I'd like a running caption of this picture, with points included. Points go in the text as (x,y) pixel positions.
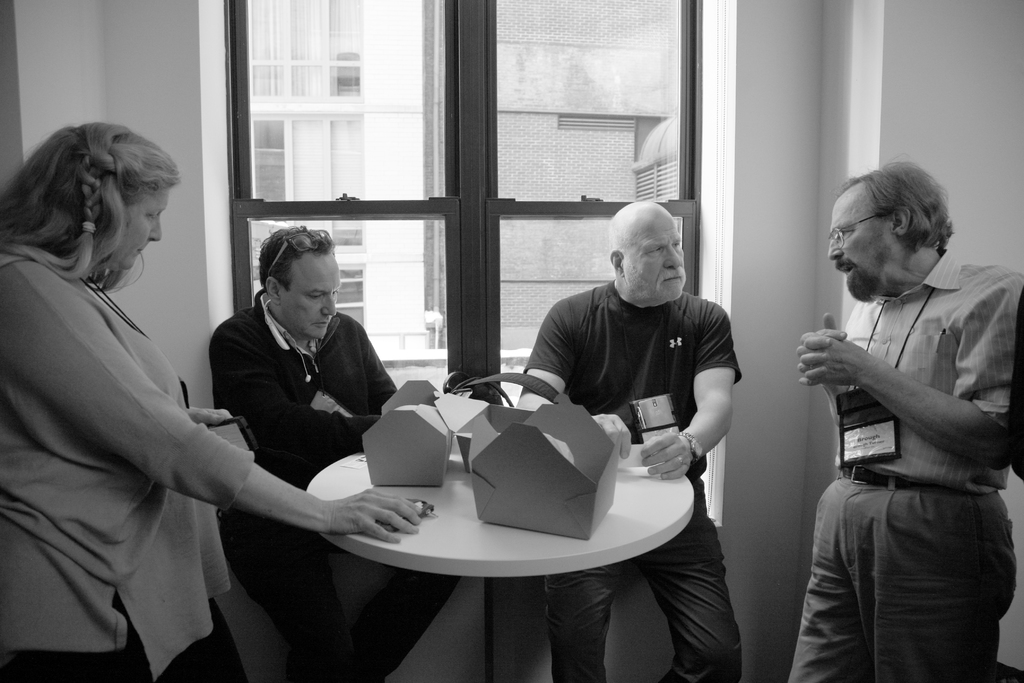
In this image in the middle (515,447) there is a table (452,508) on that there are boxes (495,488). Around the table (641,484) there are four people (602,377). On the right (837,463) there is a man (872,514) he wears shirt (941,366), belt (859,477) and trouser (866,564). On the left (144,483) there is a woman (147,490) her hair (110,199) is long. In the middle (593,354) there are two men (584,340). In the background (583,123) there is a window (523,104), glass (582,106) and wall (915,86).
